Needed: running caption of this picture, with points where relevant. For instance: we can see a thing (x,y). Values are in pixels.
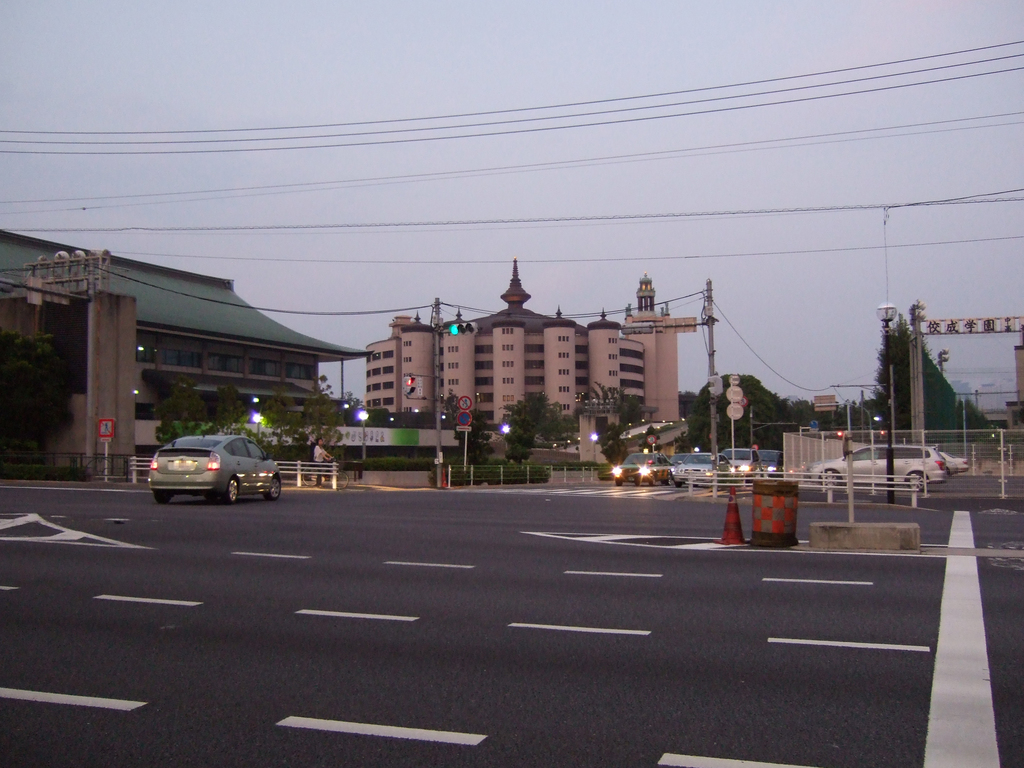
In this picture there are buildings (515,355) in the center of the image (490,344) and there are cars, trees (700,419), poles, and sign poles (108,441) in the image, there are trees (613,394) in the background area of the image (696,442), it seems to be the road (10,573) side view.
